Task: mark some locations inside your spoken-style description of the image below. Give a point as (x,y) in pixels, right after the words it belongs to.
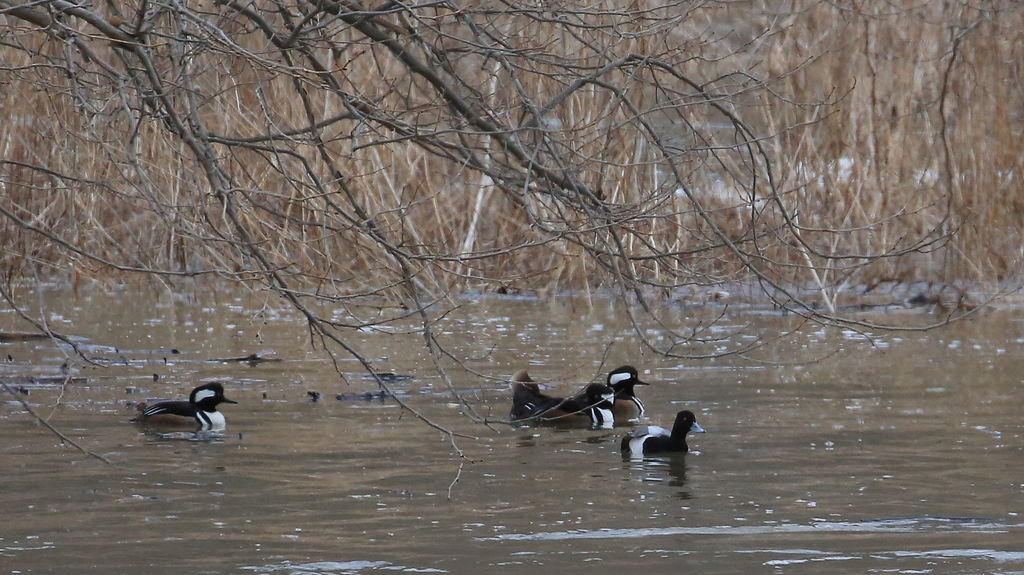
In this image in the center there are aquatic birds (551,410) in the water (246,396). In the background (808,176) there are trees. In the front (299,133) there is a dry tree (584,196).
